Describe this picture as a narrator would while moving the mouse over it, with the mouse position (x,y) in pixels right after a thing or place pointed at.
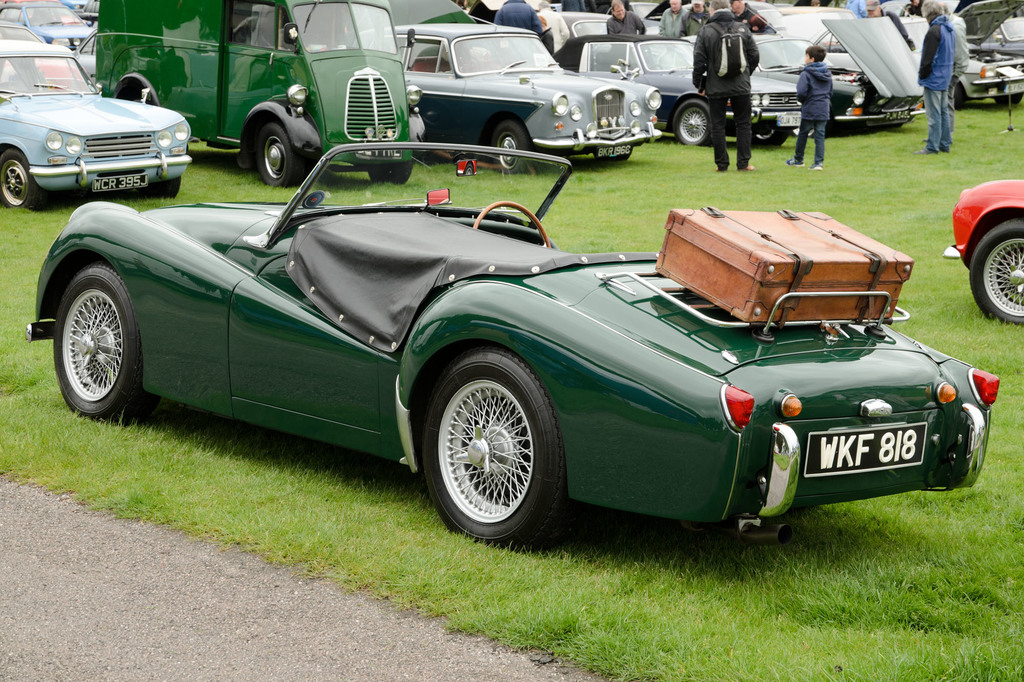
In this image I can see the road (140,637), some grass (330,545) on the ground (716,580), a car (775,430) which is green in color and a box (744,280) which is brown in color on the car (650,372). In the background (757,8) I can see few persons (743,7) standing and few vehicles (377,70) on the ground (826,577).
